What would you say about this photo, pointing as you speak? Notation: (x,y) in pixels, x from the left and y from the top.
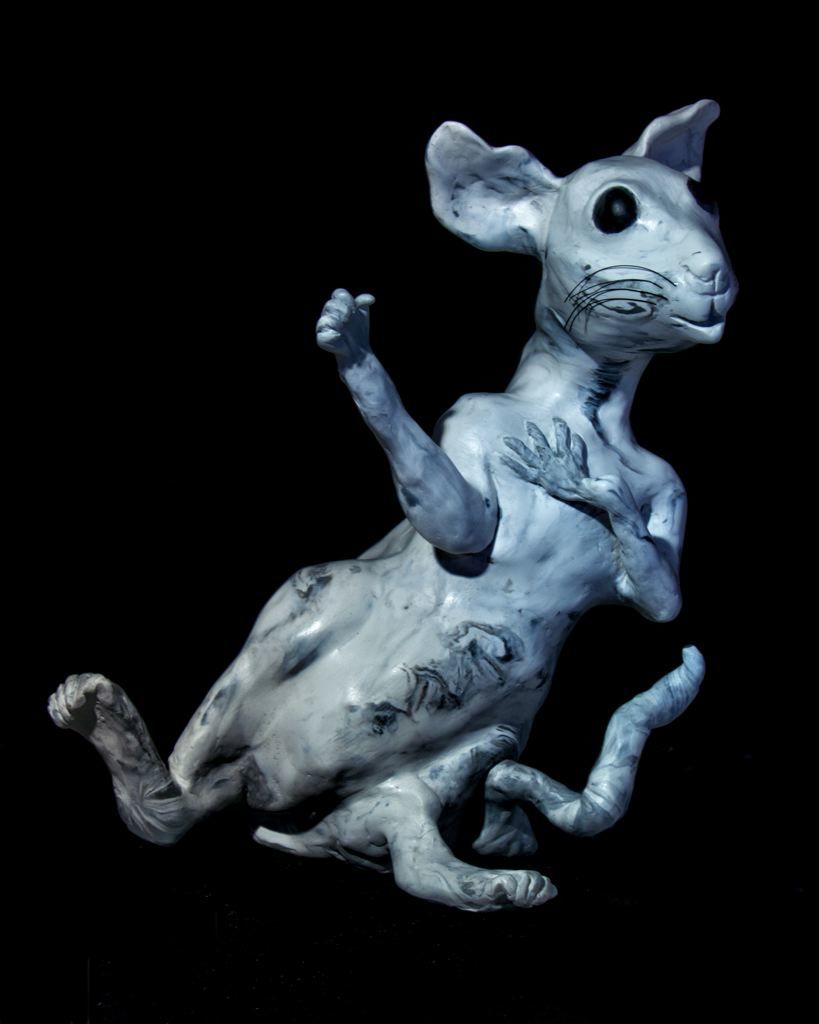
In this picture I can see the statue of an animal (449,492). In the back (280,410) I can see the darkness (266,382).
